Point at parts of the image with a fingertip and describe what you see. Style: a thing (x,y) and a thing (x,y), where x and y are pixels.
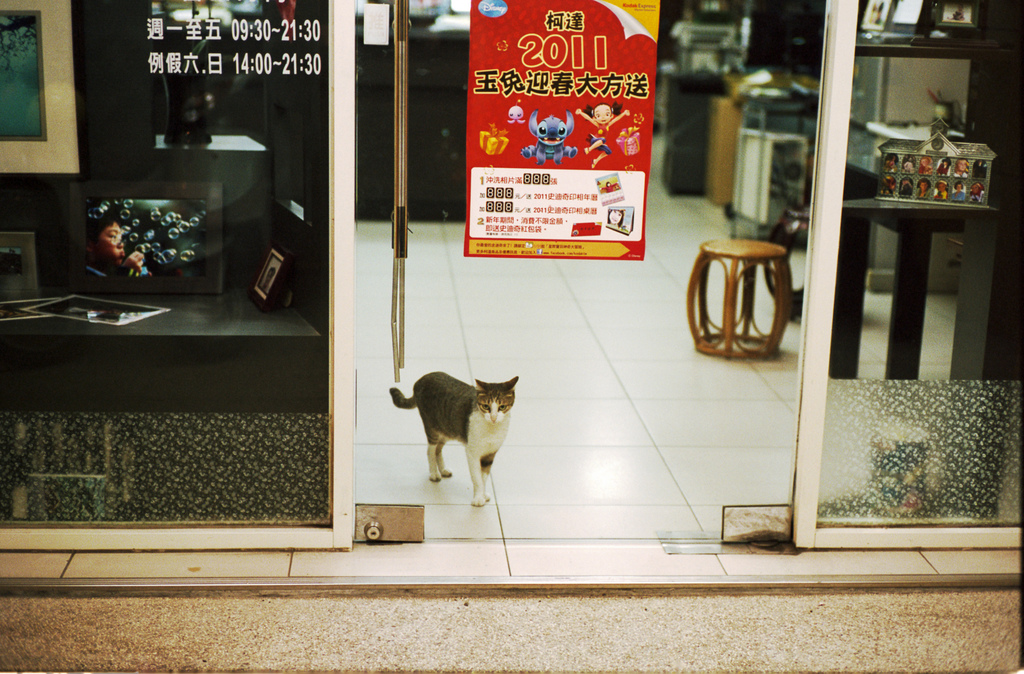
In this image I can see a cat (403,397). Here on this door (681,219) I can see a poster (520,252) where 2011 is written on it.
